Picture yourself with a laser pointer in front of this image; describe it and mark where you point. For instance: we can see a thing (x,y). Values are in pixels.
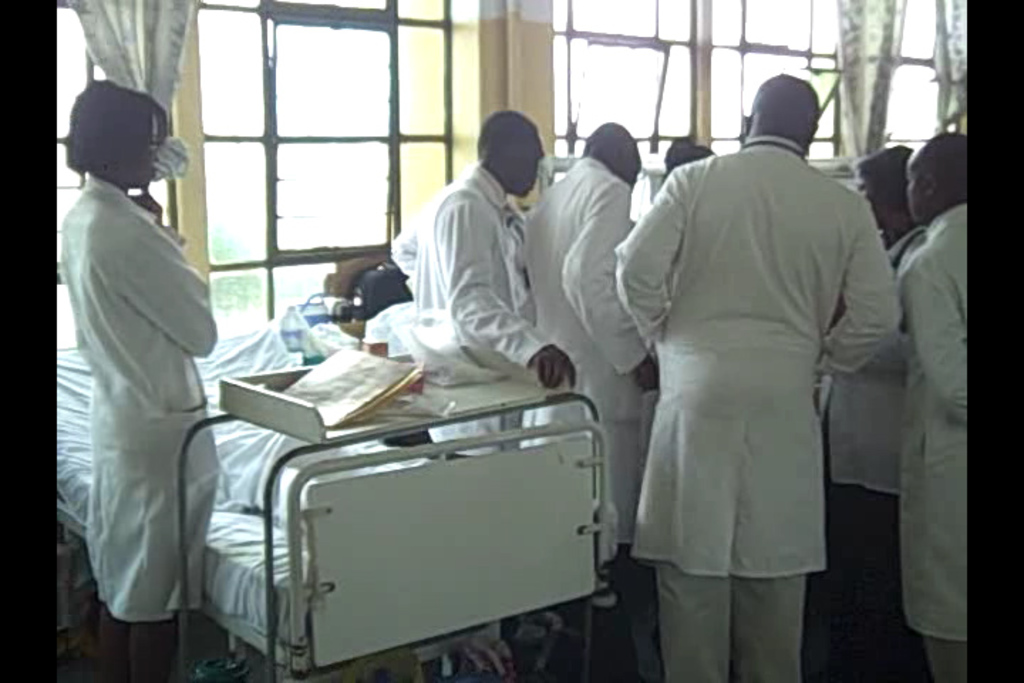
In this image there are doctors (438,203) in a room (340,257), behind them there is a bed (320,485) with some objects (398,408) on it. Behind the bed (491,444) there are curtains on the glass windows (556,120) with metal rods (378,141) on the walls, through the windows (260,182) we can see trees (232,245).
